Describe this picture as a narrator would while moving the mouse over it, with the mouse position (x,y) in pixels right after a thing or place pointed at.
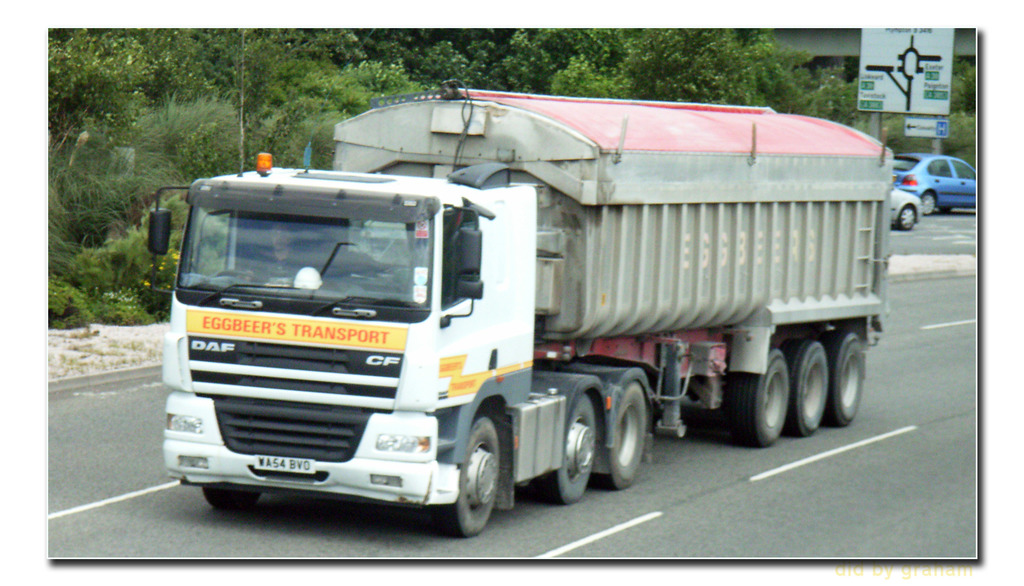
In the image we can see there are vehicles (829,243) on the road (811,504) and these are the headlights (194,425) and number plate (276,465) of the vehicle (274,269), and in the vehicle (279,264) there is a person (281,258) sitting, wearing clothes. Here we can see trees (264,105), plants (93,267) and the board (906,61).
